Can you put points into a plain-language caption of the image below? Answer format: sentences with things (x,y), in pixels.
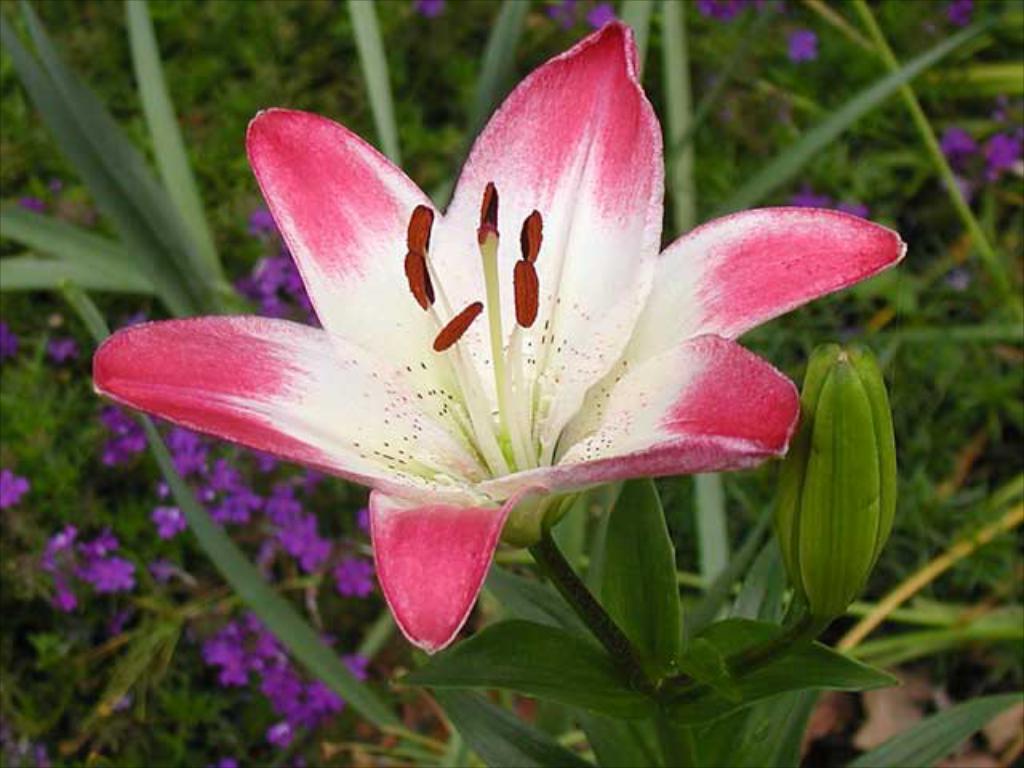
In the image there is a stem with leaves (639,538), bud (811,583) and flower (544,512) which is in white and pink color. In the background (677,24) there are leaves (115,610) and violet color flowers (266,671).
